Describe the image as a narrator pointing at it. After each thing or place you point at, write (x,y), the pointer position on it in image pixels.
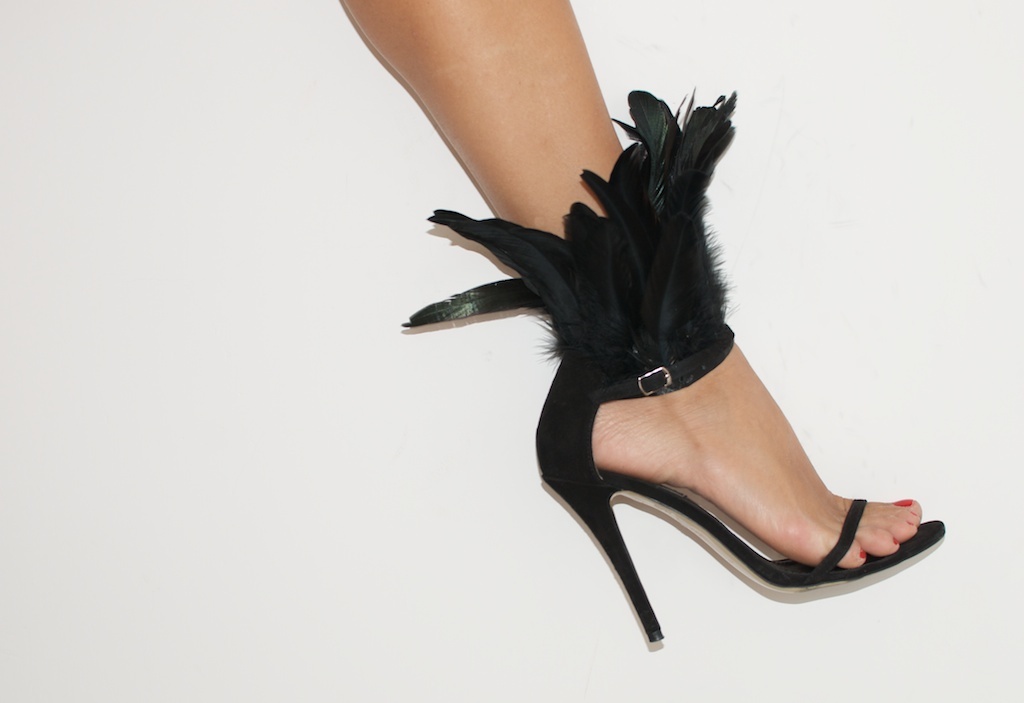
This image consists of a leg (521,196) of a person (753,512) along with sandal (569,409). The sandal (564,437) is in black color.
